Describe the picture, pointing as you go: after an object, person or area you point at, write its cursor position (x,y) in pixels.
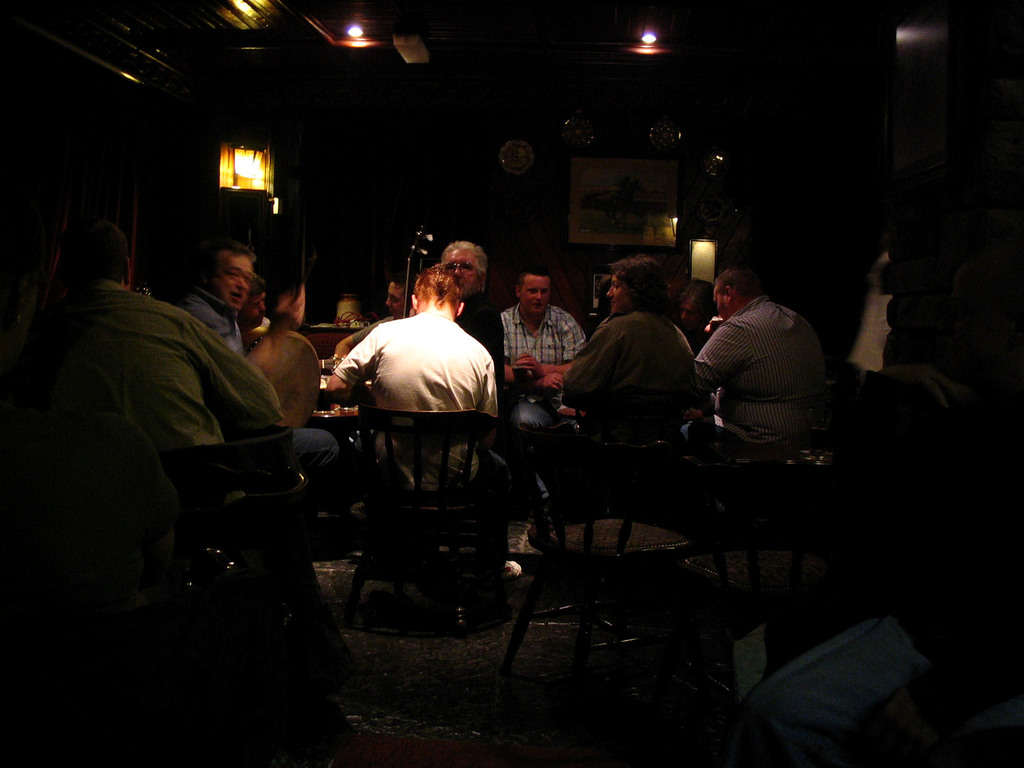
In this image we can see many people (566,343) sitting on chairs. In the back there are lights (697,253). Also there is a photo frame (637,170) and few other objects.
